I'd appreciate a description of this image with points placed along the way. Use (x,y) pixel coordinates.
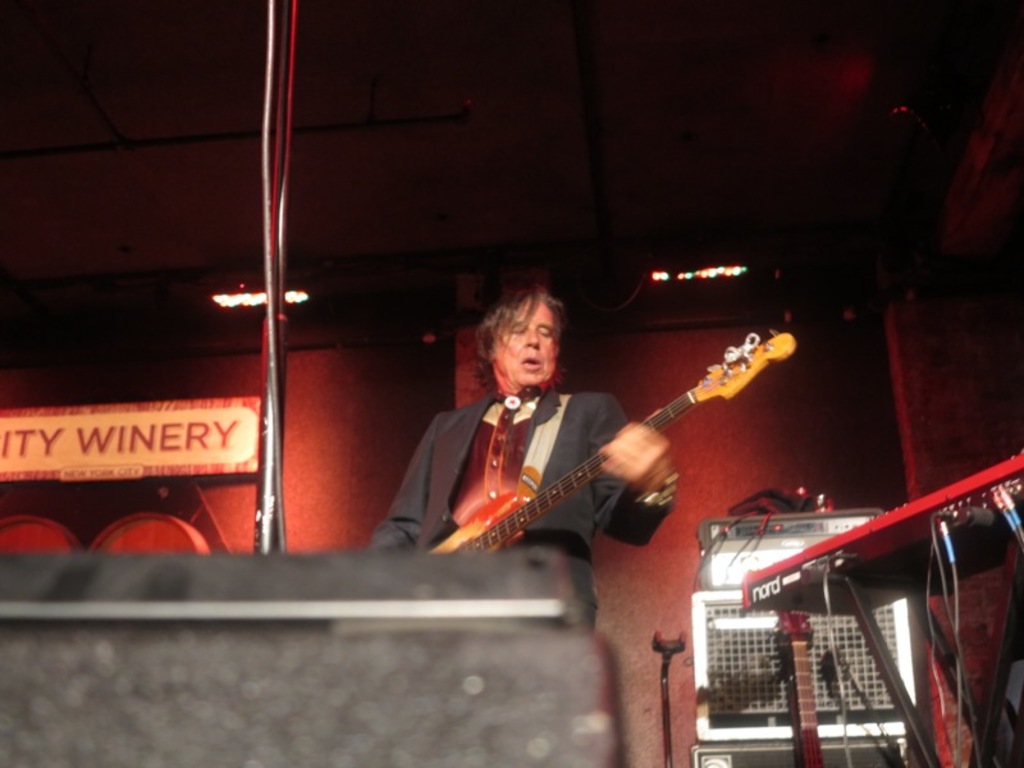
In the center of the image (435,441) there is a person (473,467) holding a guitar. In the background of the image (323,383) there is wall (416,414). To the right side of the image (893,516) there is a musical instrument (797,724). At the top of the image (420,121) there is a ceiling (475,168).
